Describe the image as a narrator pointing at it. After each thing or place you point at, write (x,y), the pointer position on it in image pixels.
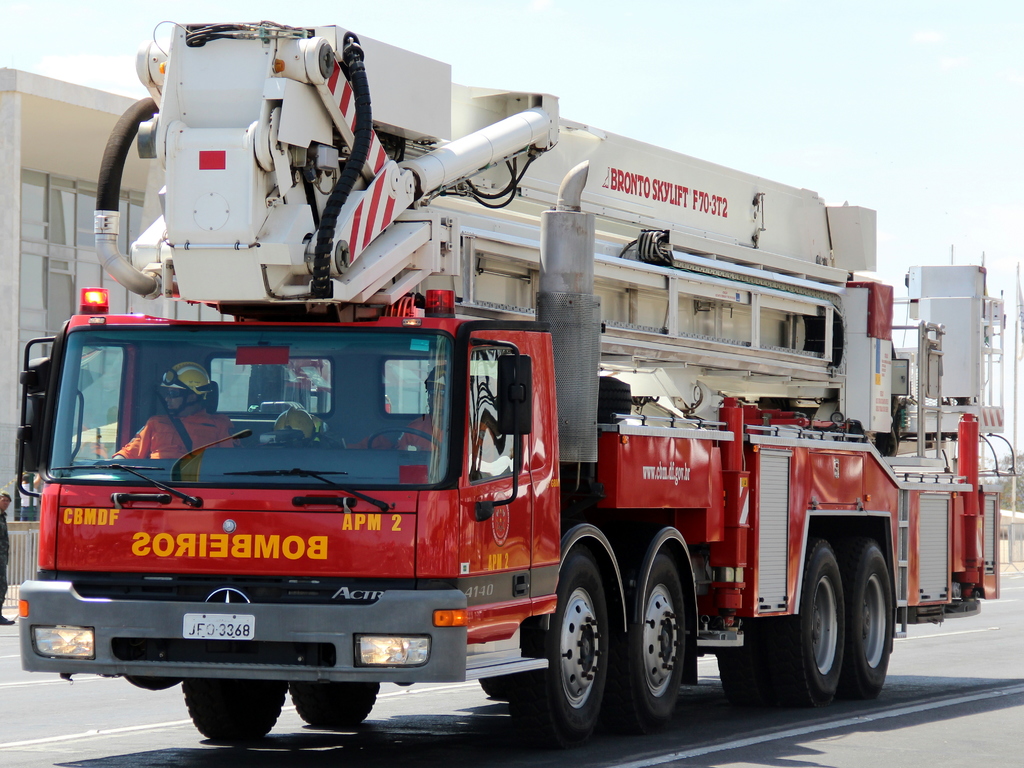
In this image, I can see a fire engine (776,595) on the road (709,688). Here is a person (170,424) sitting inside the fire engine (238,432). In the background (61,191), I can see a building (64,167) with the glass doors (63,247). On the very left corner of the image (1,520), I can see a person (0,537) standing.
